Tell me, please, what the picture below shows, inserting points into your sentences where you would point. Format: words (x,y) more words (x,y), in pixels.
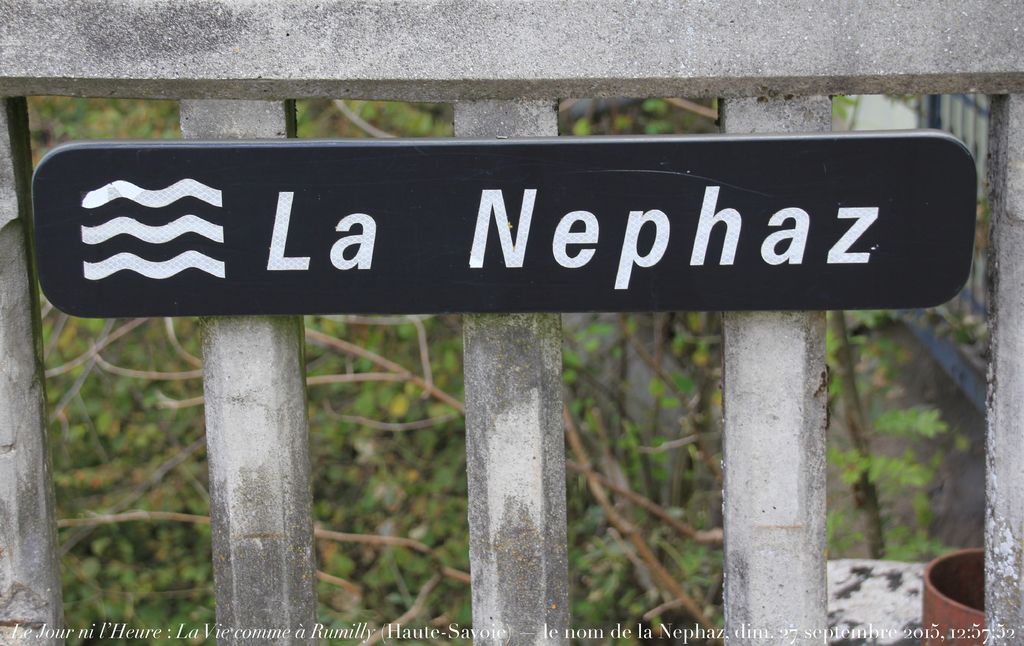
In the picture I can see a black color board (430,176) on which we can see some text (795,230) in white color is fixed to the fence (551,66). The background of the image (146,405) is blurred, we can see a flower pot (928,590) on the right (962,598) on the image and we can see the grass (601,510). Here we can see the watermark (430,633) at the bottom of the image (664,627).
